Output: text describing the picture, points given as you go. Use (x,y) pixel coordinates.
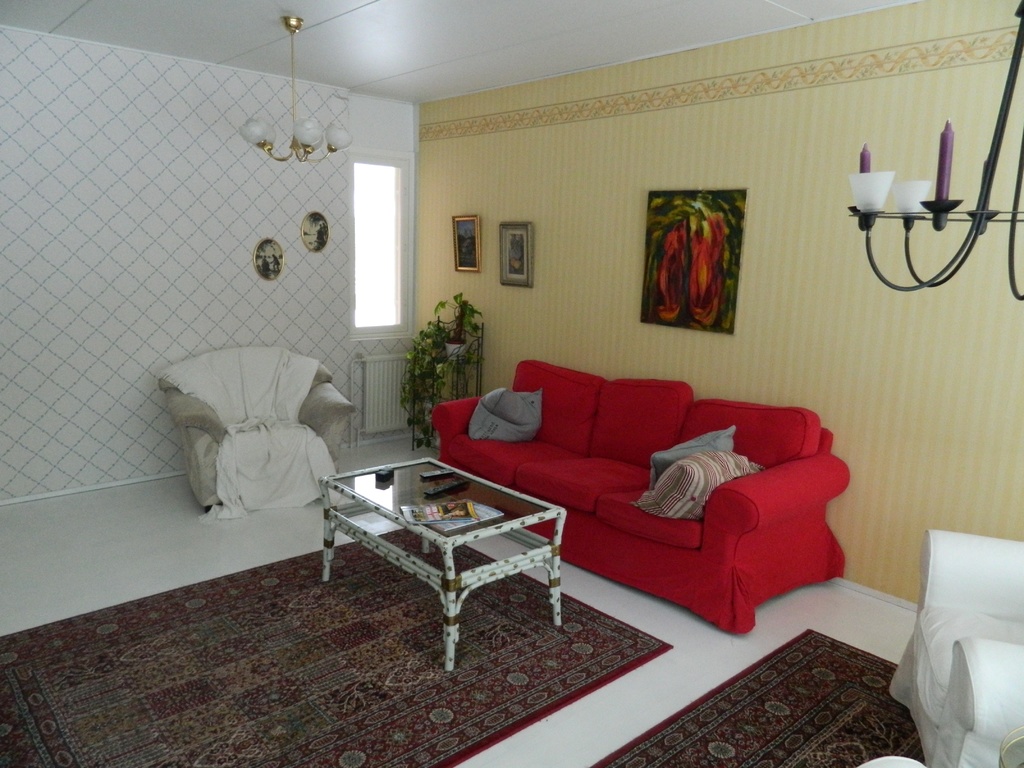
Here we can see a couch (602,454) and a couple of chairs (930,543) present with a table (456,528) in front of them and we can see carpets (208,605) on floor (37,621) and we can see lights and we can see portraits (666,264) on the walls (581,290) and we can see plant (437,339).
